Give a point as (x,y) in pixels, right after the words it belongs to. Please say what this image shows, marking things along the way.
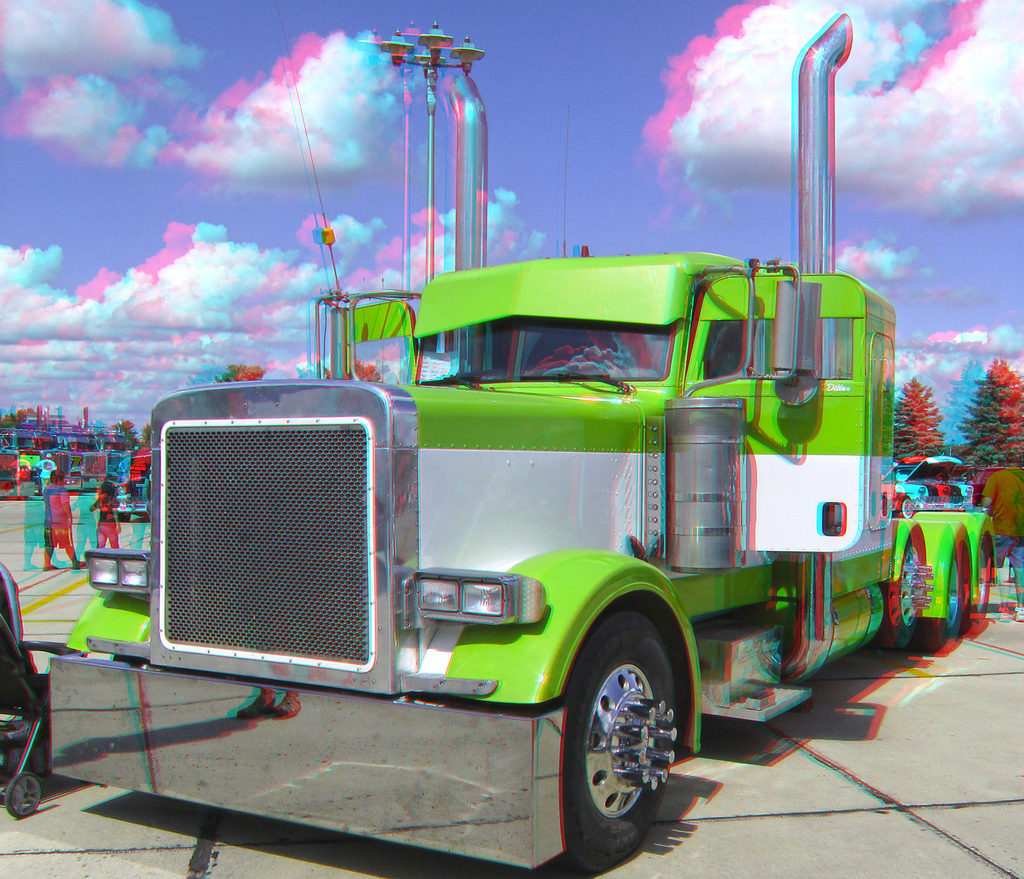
In the image we can see the vehicle (574,626), green and white in color. We can see there are even people (40,519) walking and wearing clothes (111,515). Here we can see the trees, footpath (862,791) and the cloudy sky (145,247).
